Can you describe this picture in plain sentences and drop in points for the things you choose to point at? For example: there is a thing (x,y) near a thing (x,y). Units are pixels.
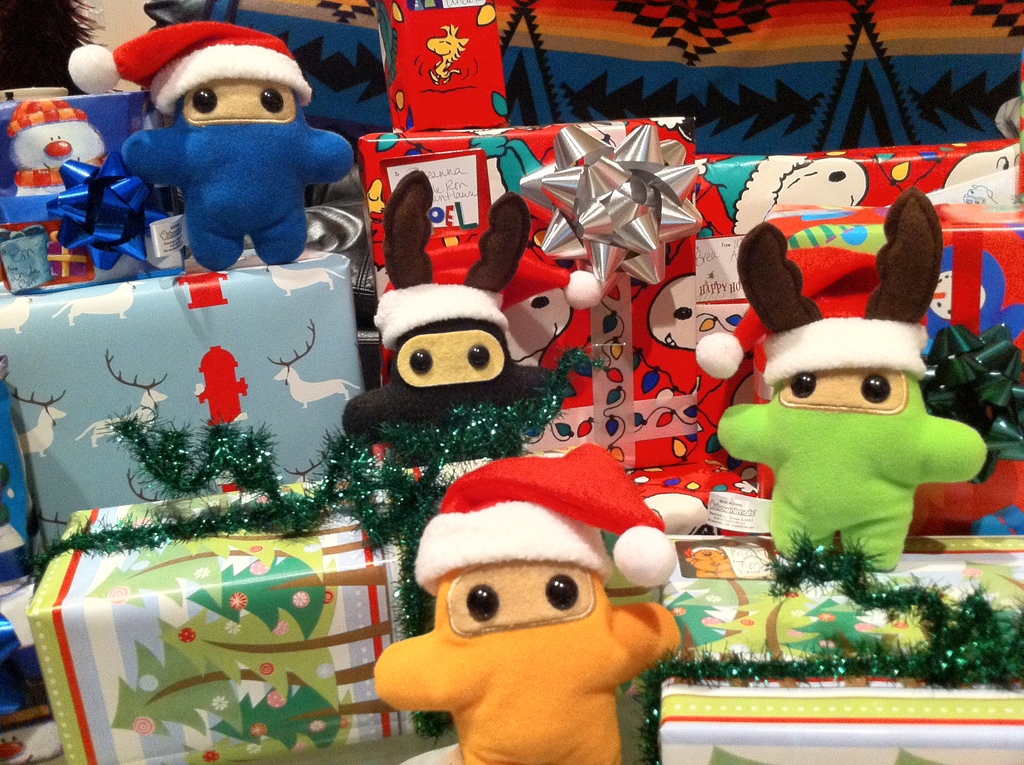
In this image we can see few dolls (397,311) on the gift boxes (550,252) and decorative item (972,637), and a cloth (578,64) in the background (676,77).
